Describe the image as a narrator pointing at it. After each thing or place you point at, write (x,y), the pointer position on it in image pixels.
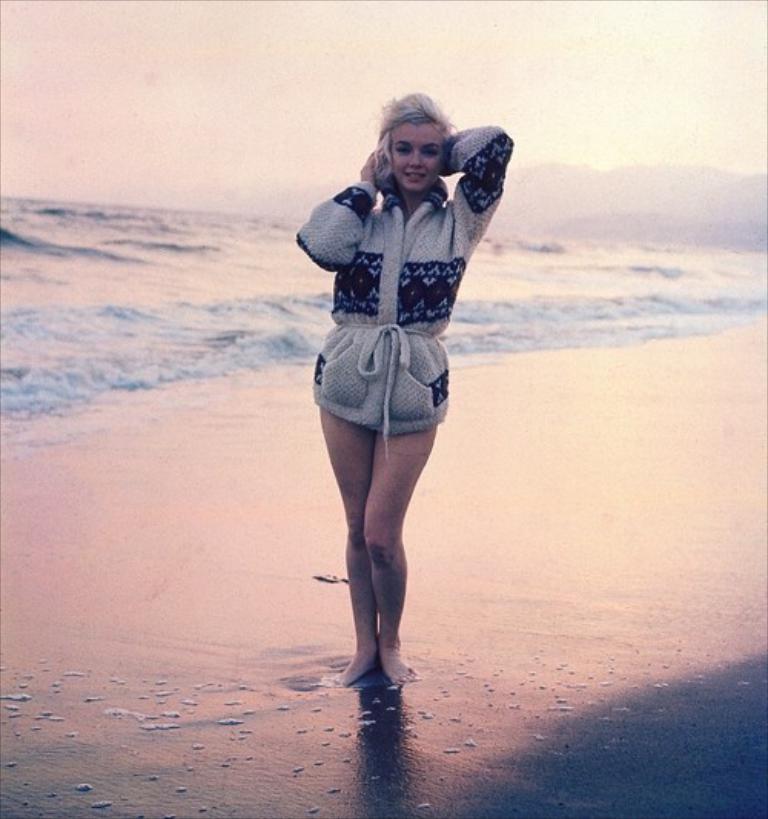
As we can see in the image there is water (99,256), a girl (329,233) standing in the front (387,485) and there is sky (447,74).
